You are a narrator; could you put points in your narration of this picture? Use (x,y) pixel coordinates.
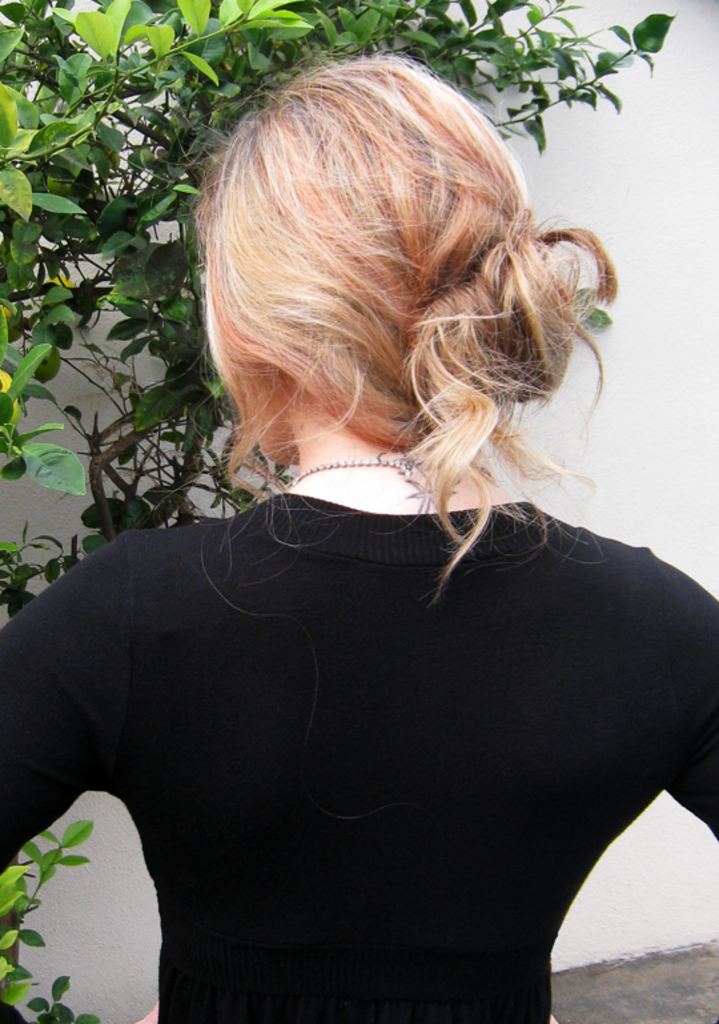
In this picture I can see there is a woman (116,638) standing she is wearing a black t-shirt (461,739) and she is wearing a chain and has a tattoo (429,486) on her neck (429,486) and there is a plant (162,250) in the backdrop (68,522) and the wall (641,412) is white.
